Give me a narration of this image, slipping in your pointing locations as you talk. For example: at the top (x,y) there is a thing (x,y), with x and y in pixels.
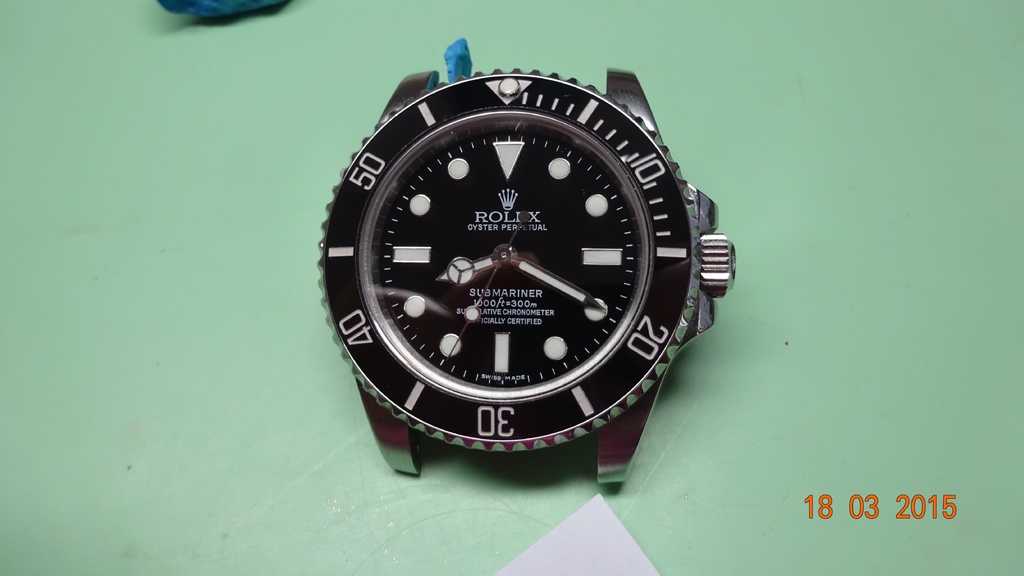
In this picture we can see a watch dial (673,253) and a paper (569,545) on a green platform (761,355) and at the bottom right corner (818,506) we can see numbers (869,497).
